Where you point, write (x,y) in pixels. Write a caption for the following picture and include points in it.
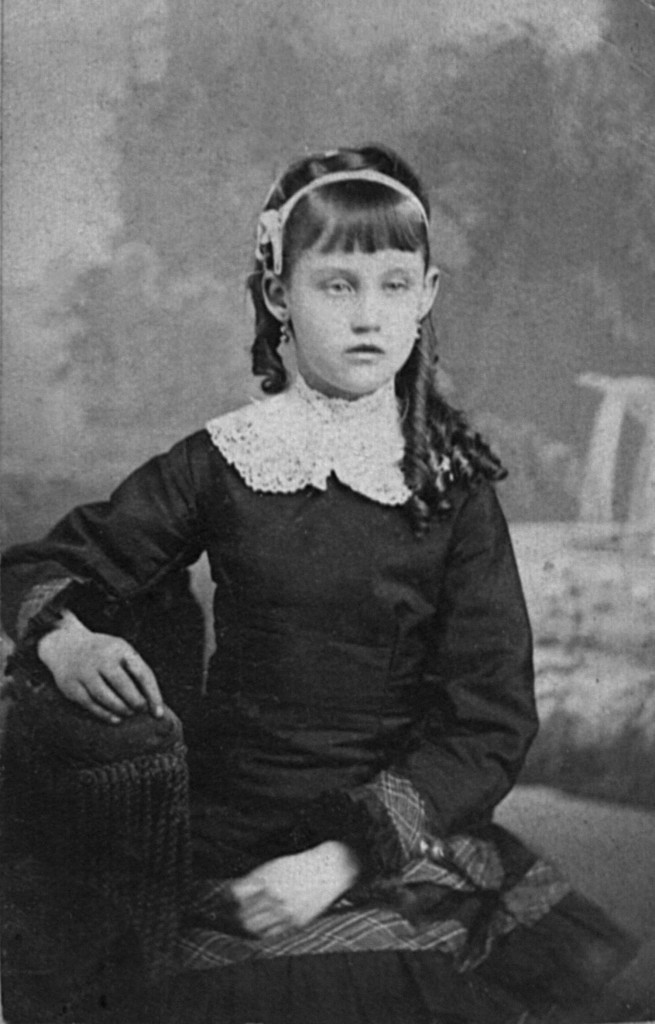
This is a black and white image. In the image there is a girl (114,667) sitting.
